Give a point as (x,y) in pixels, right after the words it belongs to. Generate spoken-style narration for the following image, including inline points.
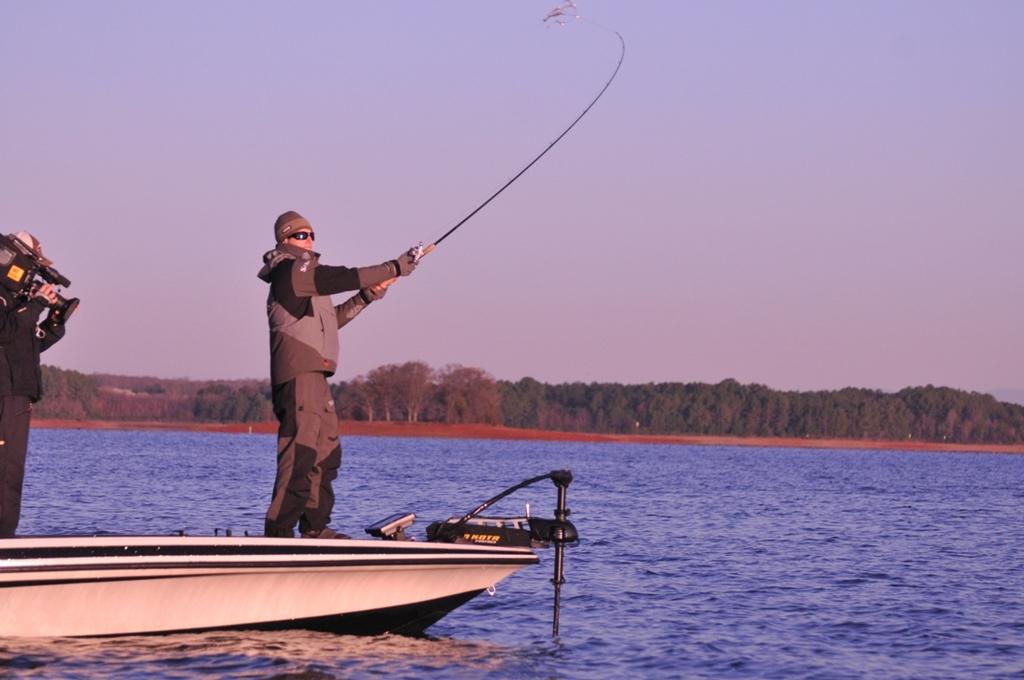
In the image in the center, we can see one boat (262,550). On the boat (443,529), we can see two persons (288,368) were standing. And we can see one person (17,390) is holding a camera (32,288) and another person (402,274) is holding a fishing rod (429,248). In the background (400,125) we can see the sky (548,113), trees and water (545,638).
